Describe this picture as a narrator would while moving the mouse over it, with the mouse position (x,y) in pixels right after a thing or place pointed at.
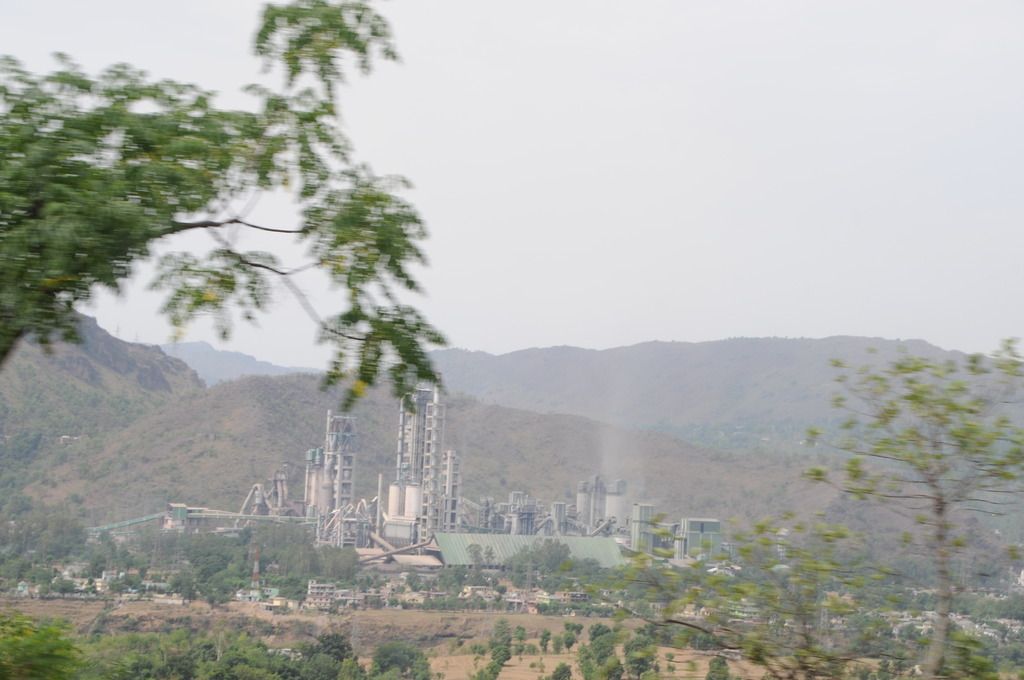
This looks like a factory (465,535). I can see the trees (348,572) and plants (184,558). These are the mountains (210,385). Here is the sky (588,281).
